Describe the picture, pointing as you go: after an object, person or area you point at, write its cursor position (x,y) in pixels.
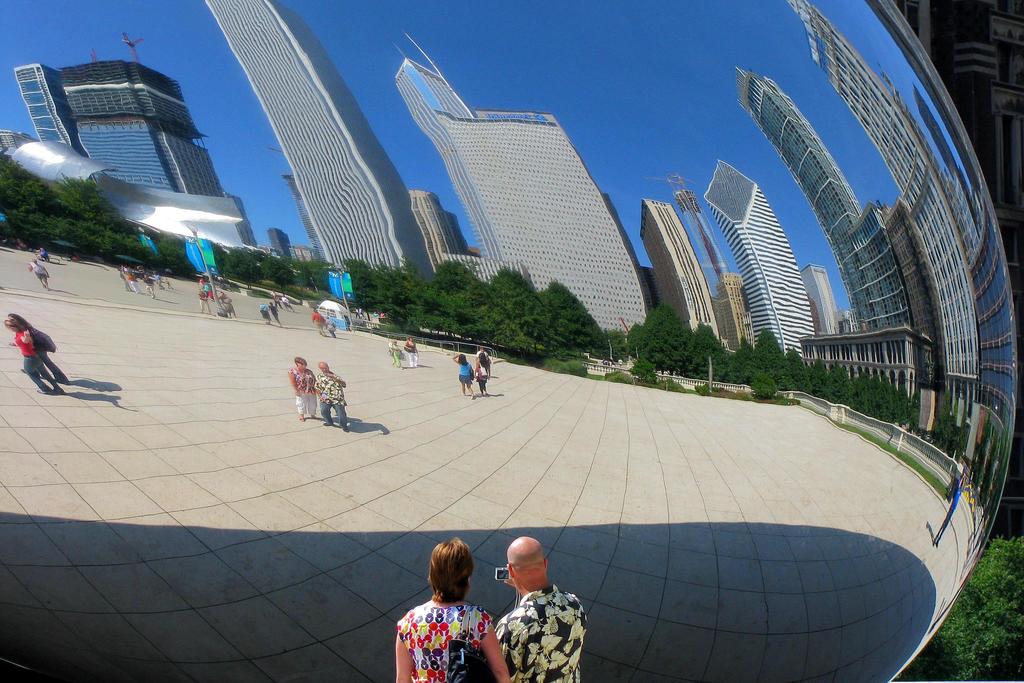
In this image, we can see an object (890,500). On this object (411,356) we can see some reflections (699,341). Here there are so many buildings (531,219), trees (595,323), plants (462,323), poles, banners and people (36,380). Background (621,17) there is a sky (599,83). On the right side of the image (980,107), we can see a building (967,94) and tree (969,609).
